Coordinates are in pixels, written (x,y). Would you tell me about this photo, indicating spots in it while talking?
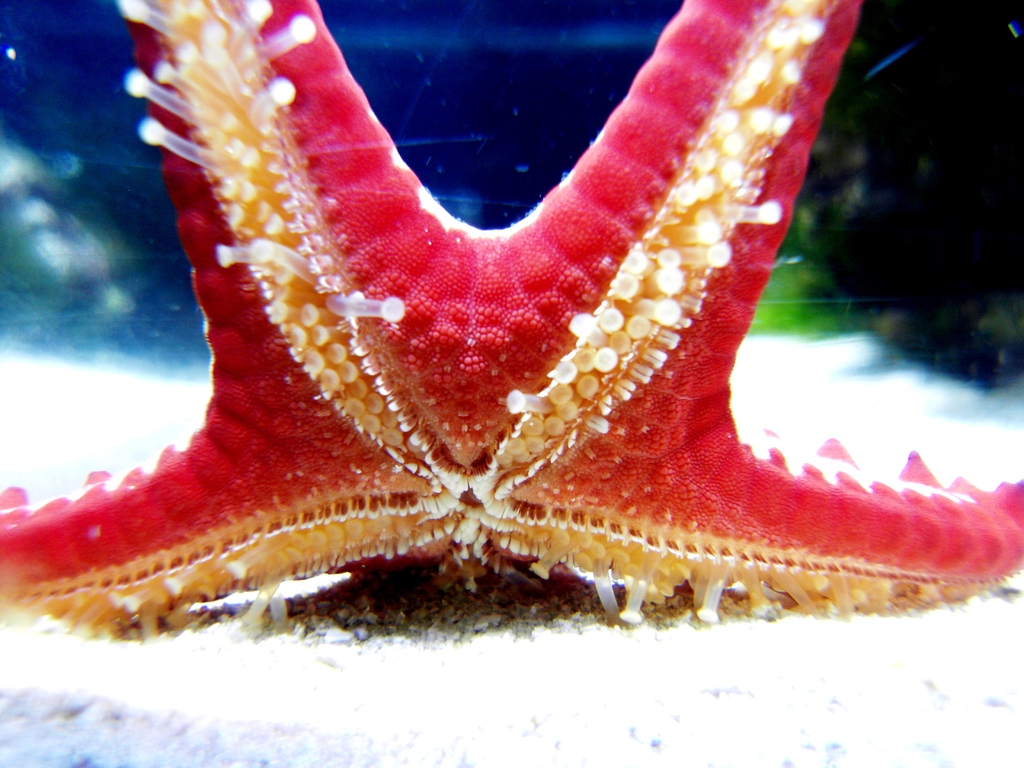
This picture is taken in the water (504,184). In this image, in the middle (393,390), we can see a starfish (567,363). In the background (421,49), we can see blue color, at the bottom (441,627), we can see white color.
